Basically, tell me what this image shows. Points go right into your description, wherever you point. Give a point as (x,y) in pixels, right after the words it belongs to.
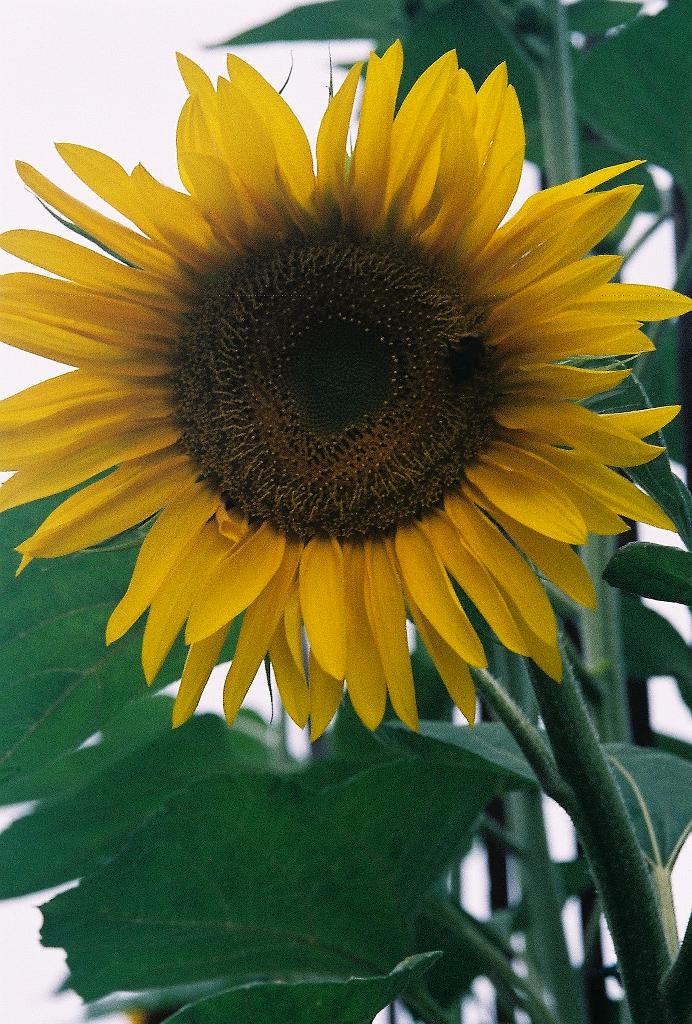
In this image I can see a sunflower (374,411) in the front (621,491). In the background (663,662) I can see number of green leaves (337,874).
